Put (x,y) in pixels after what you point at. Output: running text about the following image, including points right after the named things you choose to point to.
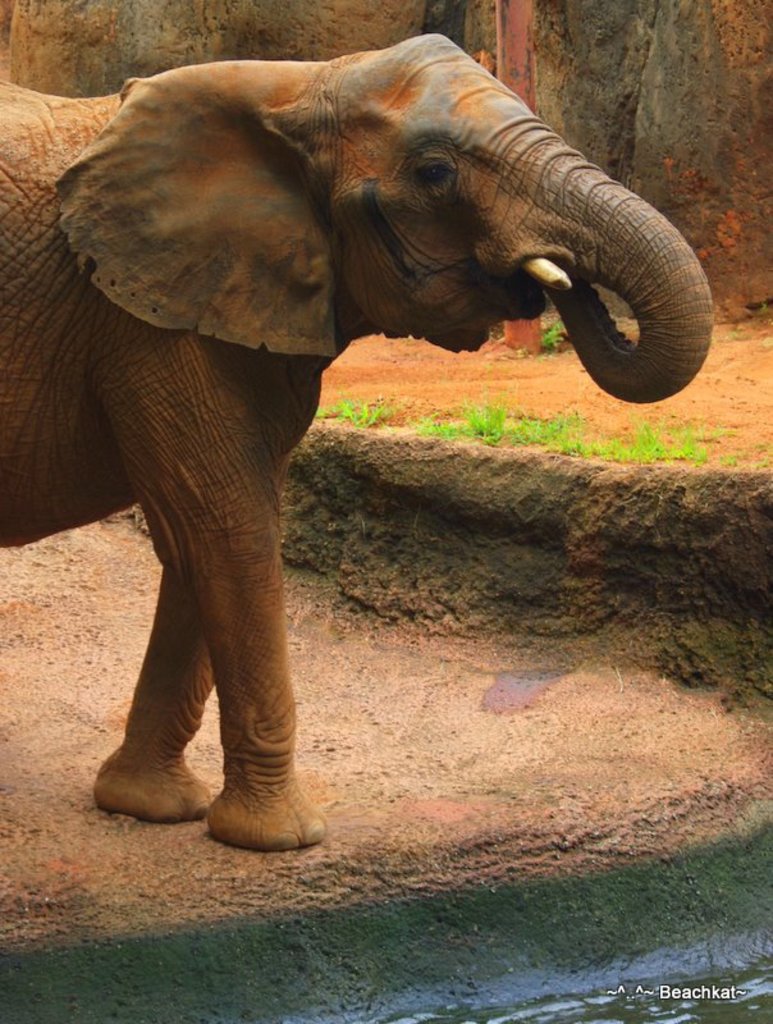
In this picture I can see an elephant (79,299) standing, there is water (728,1020), grass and there is a watermark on the image.
